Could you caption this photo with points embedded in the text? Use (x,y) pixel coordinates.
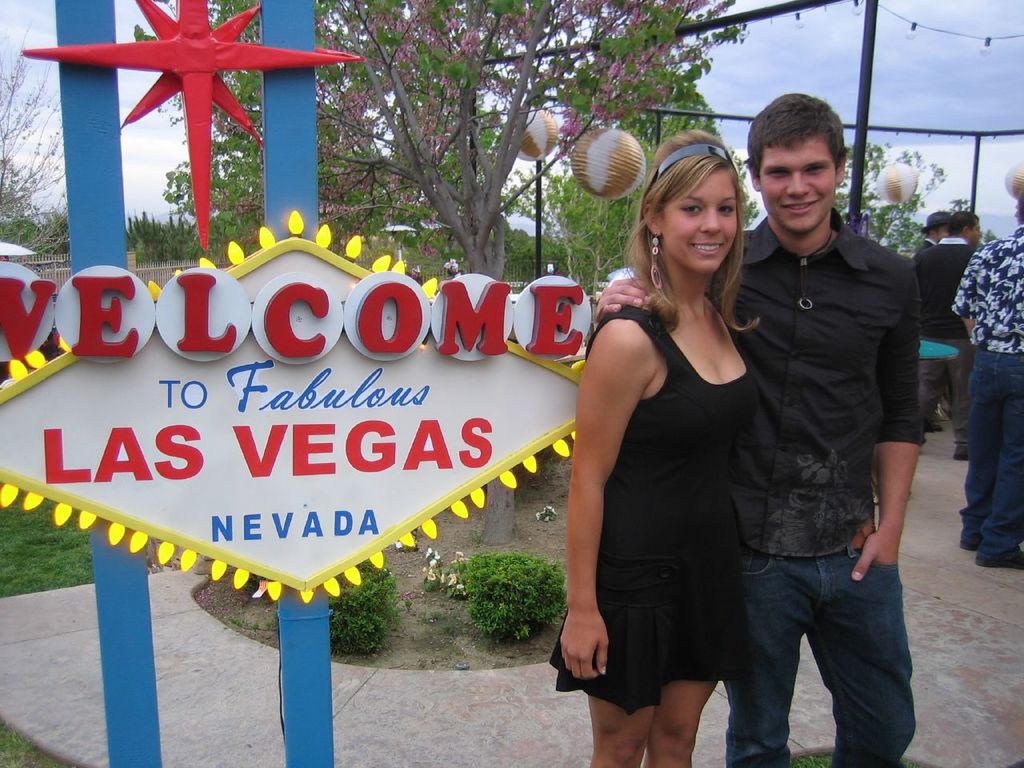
In this picture we can observe a couple (696,441). One of them is a man (801,326) and the other is a woman (676,456). The woman (687,480) is wearing black color dress (691,469). Both of them is smiling. Beside them we can observe white color board (313,408). In the background (593,68) there are some trees (364,137), plants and a sky (828,64) with some clouds (754,64).
